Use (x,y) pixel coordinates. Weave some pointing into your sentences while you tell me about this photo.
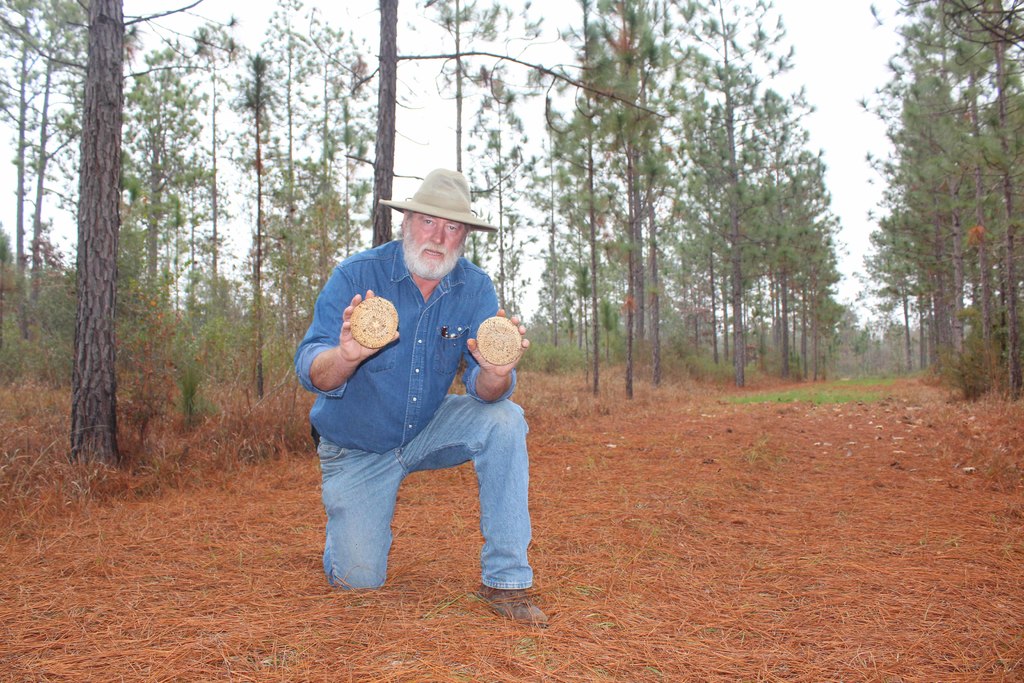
In this picture we can see a person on the ground (568,432), he is wearing a hat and holding some objects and in the background (802,517) we can see dried grass (699,507), trees (1019,259), sky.
